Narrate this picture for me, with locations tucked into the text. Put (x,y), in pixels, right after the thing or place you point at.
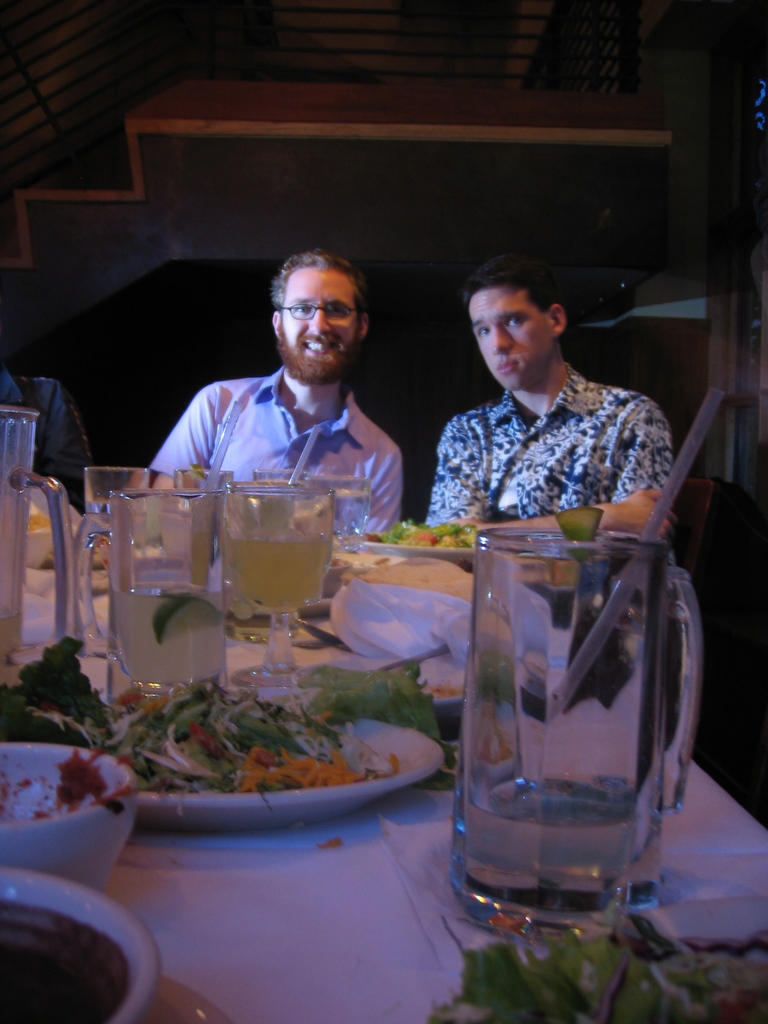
There are two people (204,416) in the picture the one with the mustache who are sitting on the chairs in front of a table (433,607) and on table (430,603) we have some glasses (149,638) and plates (391,780) on which there are some food items (277,736).
